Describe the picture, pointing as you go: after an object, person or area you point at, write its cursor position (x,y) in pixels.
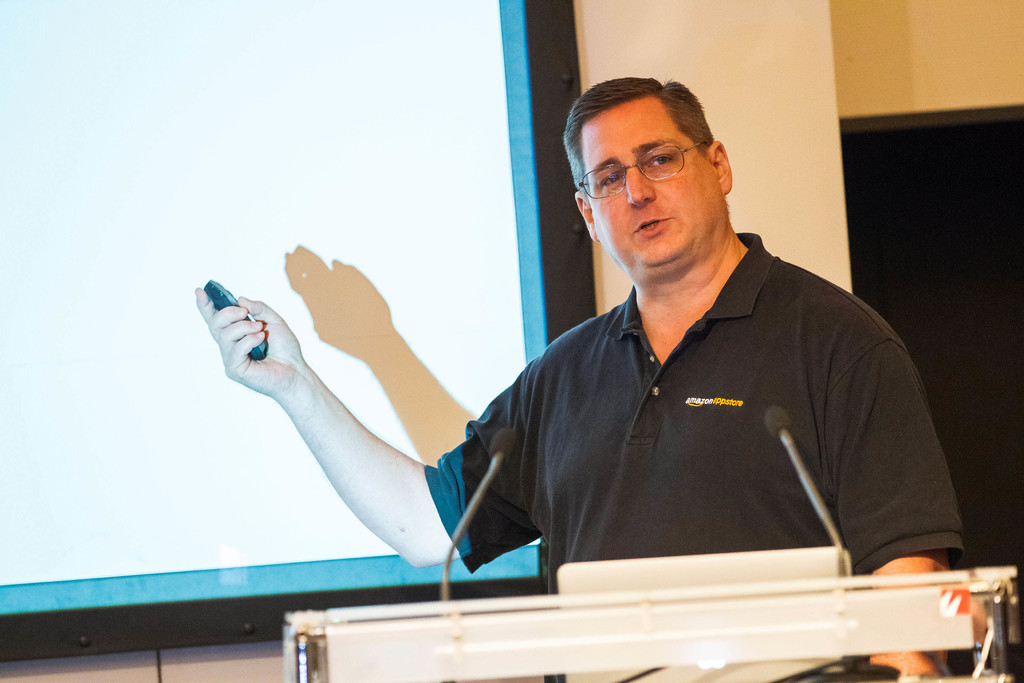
In this picture I can see a man (622,358) standing at a podium (334,651) and he is holding a remote (224,304) in his hand (203,312). I can see a projector screen (368,253), couple of microphones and it looks like a laptop (714,578) on the podium (676,603).
